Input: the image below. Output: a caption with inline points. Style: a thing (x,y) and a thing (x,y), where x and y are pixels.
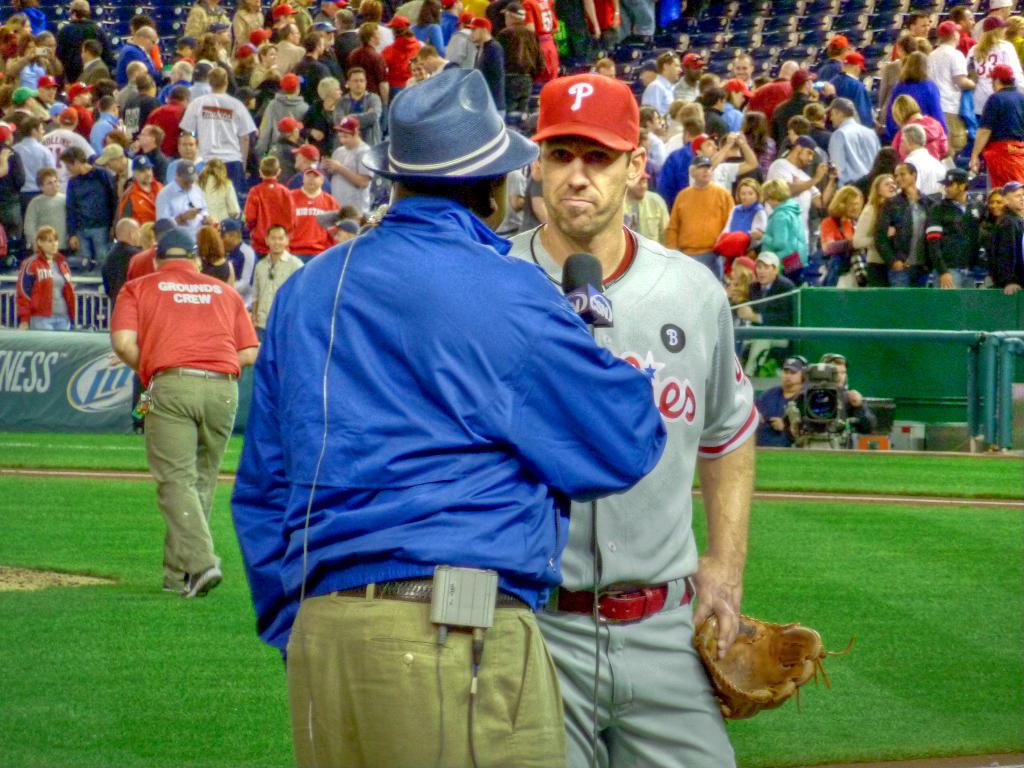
In this image I see 3 men (482,292) in which this man (484,461) is holding a mic (578,309) in his hand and I see that he is wearing a hat (480,162) and this man (648,253) is holding a glove (743,648) in his hand (730,626) and I see that he is wearing a red cap (570,118) and I see the green grass (866,490). In the background (61,132) I see number of people (61,132) and I see the camera (814,365) over here and I see something is written over here.
